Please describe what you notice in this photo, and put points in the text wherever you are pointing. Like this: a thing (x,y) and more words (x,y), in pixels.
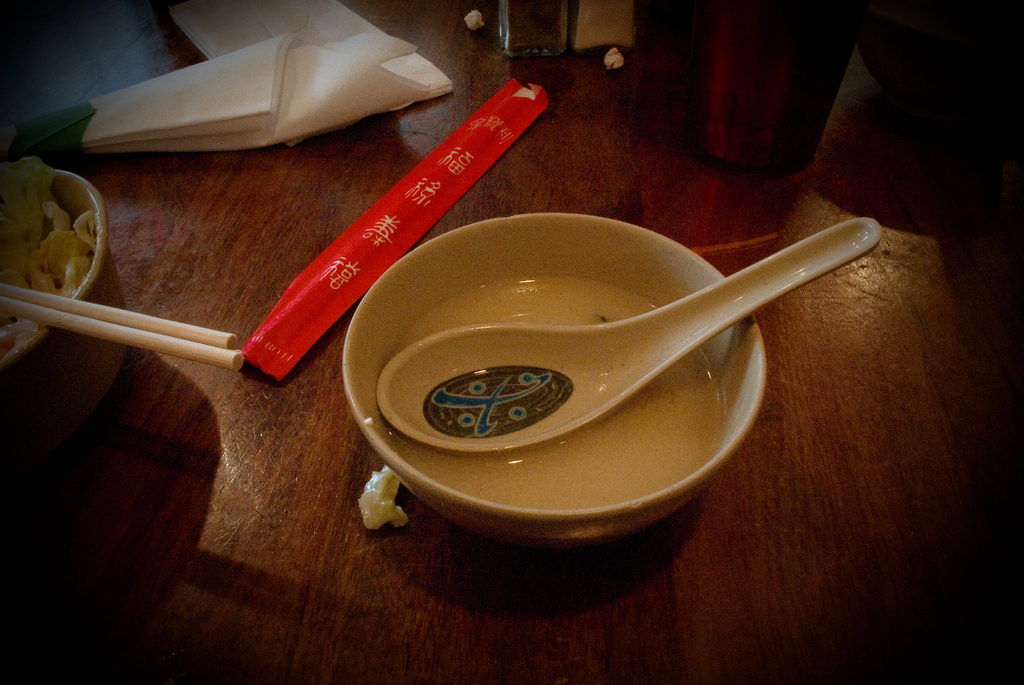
Here we can see a bowl (466,271) of soup (627,419) which is placed on a table (301,202) and beside that there is a cup (100,247) of noodles (41,273) with chopsticks (63,315) in it and here we can see tissue papers (344,80).
